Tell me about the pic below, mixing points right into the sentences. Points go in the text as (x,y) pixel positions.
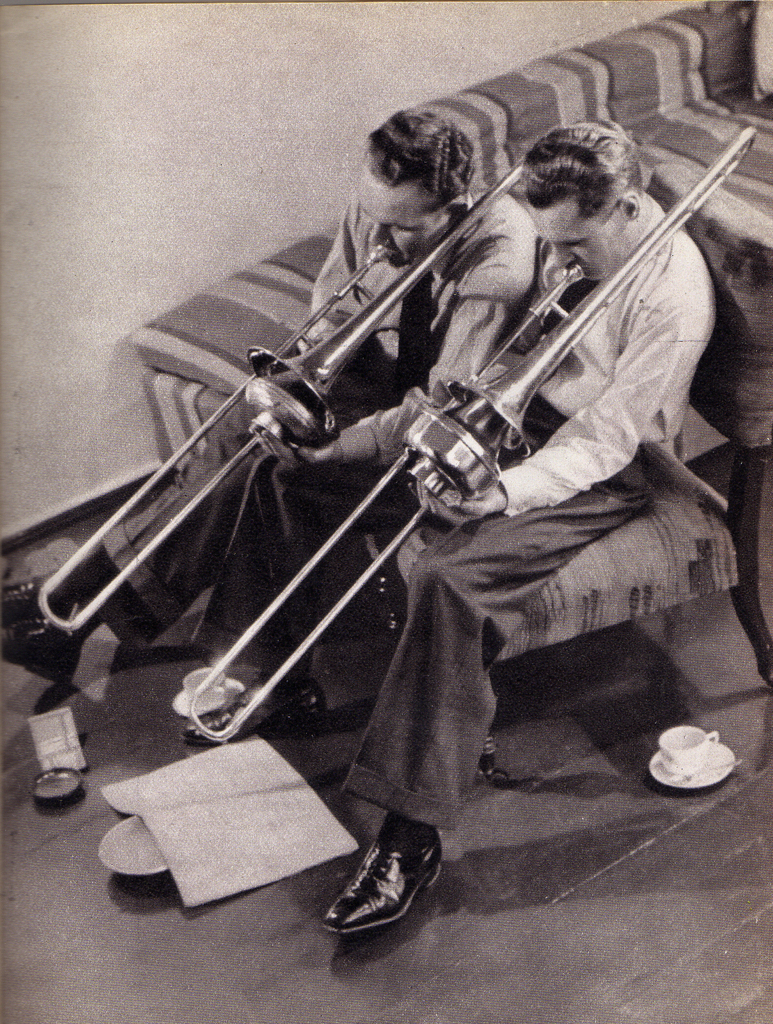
In this image we can see two men (303,460) sitting on the sofa (572,632). They are wearing a shirt (593,366) and a tie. They are playing the musical instruments (308,568). Here we can see the cups (689,745) and a book (230,835) on the floor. In the background (681,159), we can see another sofa (692,170).
